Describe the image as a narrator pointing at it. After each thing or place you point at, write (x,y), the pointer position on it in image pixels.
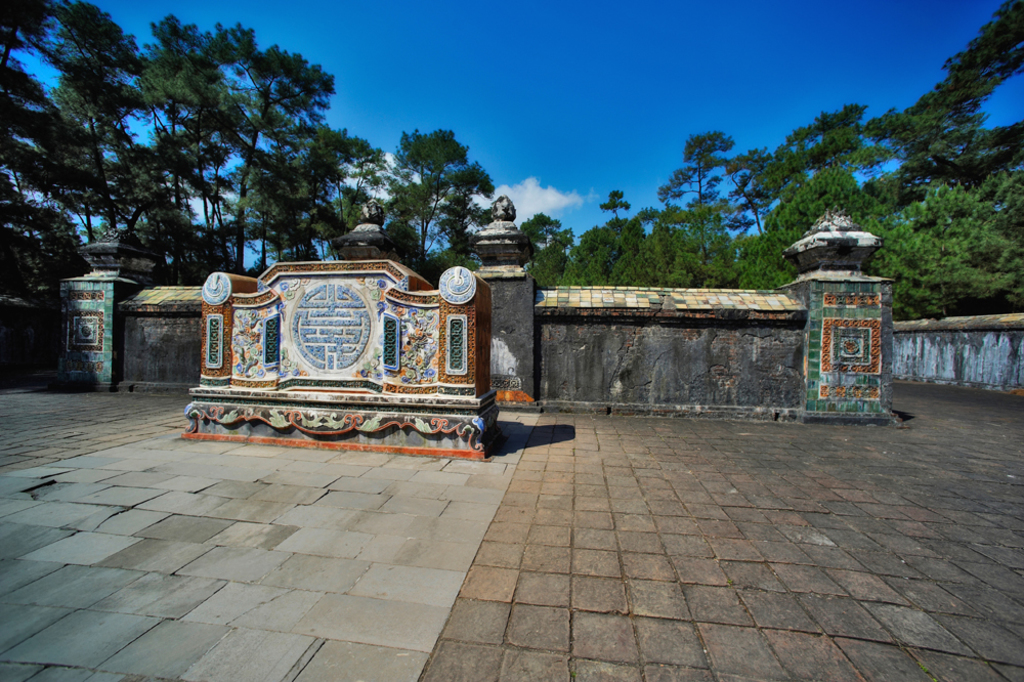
In the foreground (442,292) we can see some constructions (397,377) made of stones (618,365). At the bottom (485,538) there is a stone surface (318,489). In the middle (426,238) there are trees (537,231). At the top (574,92) it is sky (573,109).
